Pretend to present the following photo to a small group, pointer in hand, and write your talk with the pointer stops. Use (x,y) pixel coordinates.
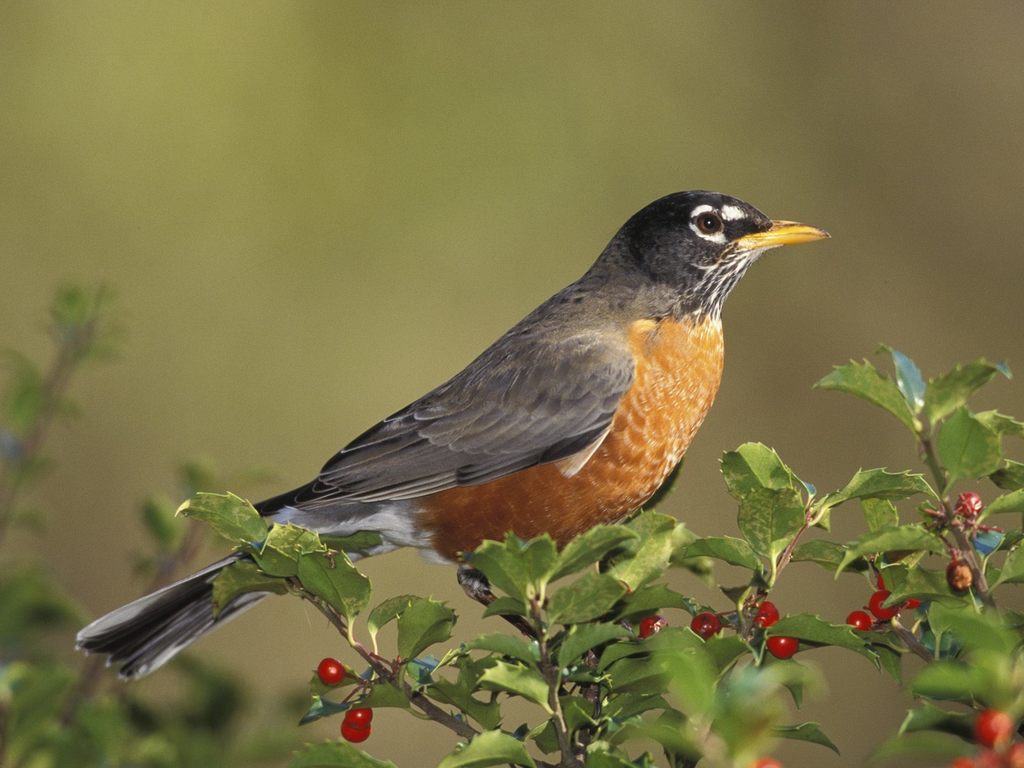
In the picture we can see a plant (508,603) with small fruits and on it we can see a bird (435,538) standing.
